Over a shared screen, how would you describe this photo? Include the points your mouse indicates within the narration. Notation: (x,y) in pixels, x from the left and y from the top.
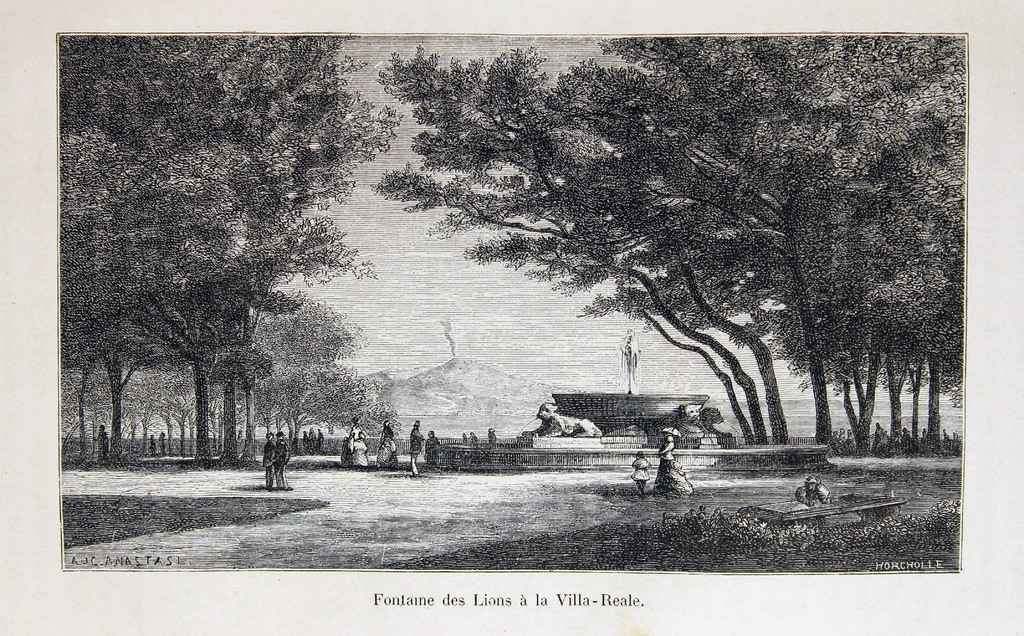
This image looks like a painting in which I can see a group of people (636,460) on the ground (356,506), grass (611,526), statue (716,420), trees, mountains (474,378) and the sky (481,351).
